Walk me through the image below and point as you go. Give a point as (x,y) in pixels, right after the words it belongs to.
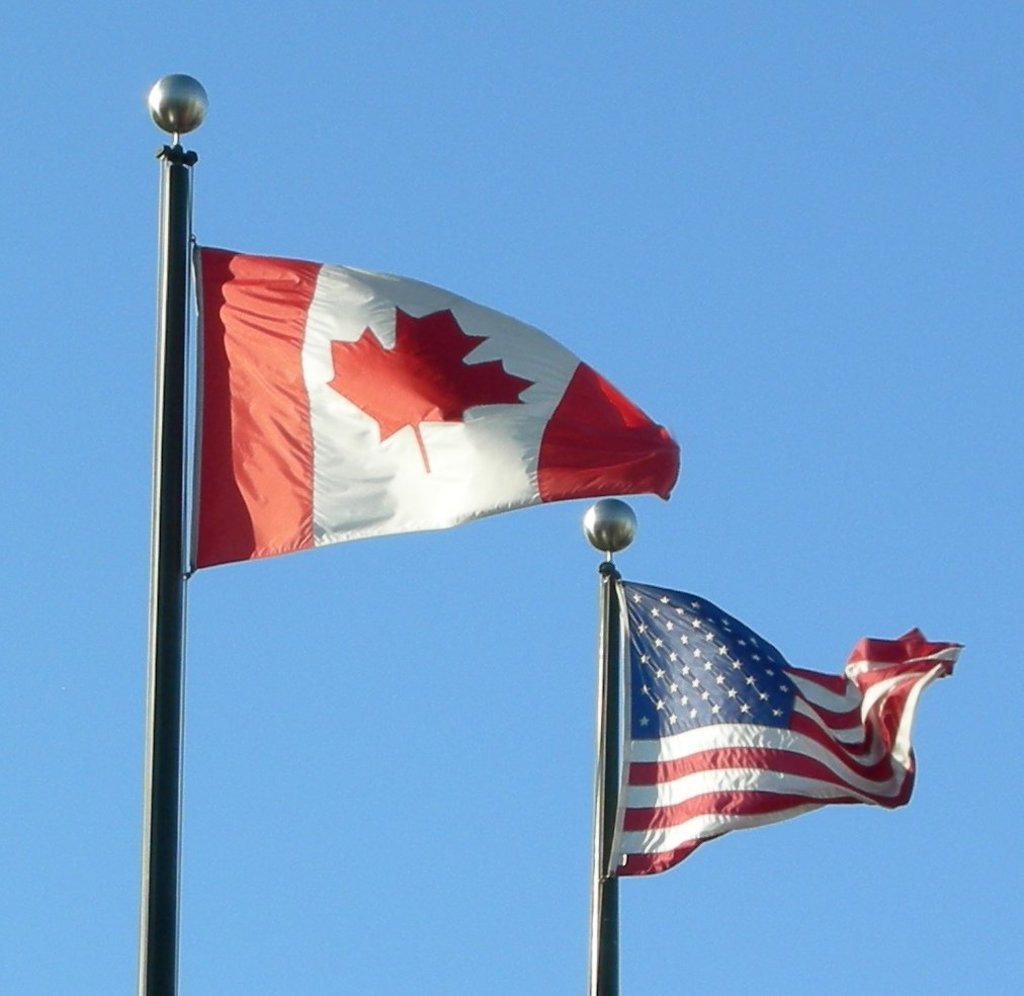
In this image there are two flags (338,429) flying in the air. Two flags (445,447) are attached to the flag post (159,540). At the top (672,199) there is sky (703,169).
